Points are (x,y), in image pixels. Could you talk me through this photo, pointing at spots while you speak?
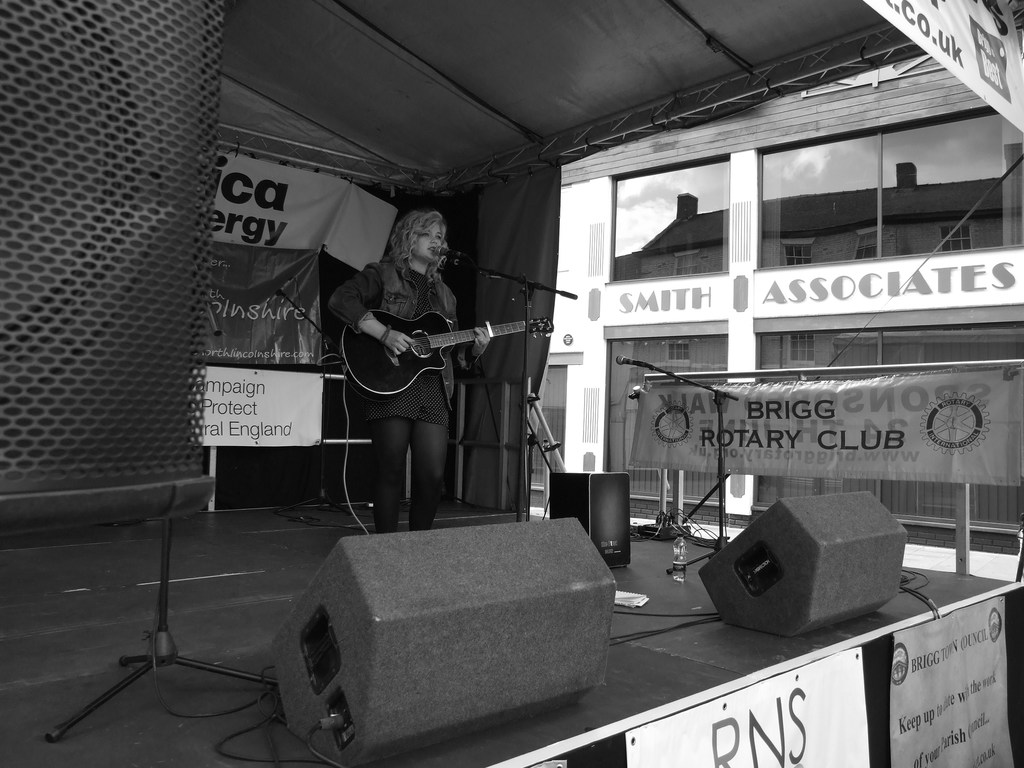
I see this is a black and white image and I see number of banners (970,663) on which there is something written and I see logos (954,428) and I see few things (373,566) over here and I see a woman (358,304) over here who is standing and I see that she is holding a guitar (498,334) in her hands (397,337) and I see the tripods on which there are mics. In the background (587,390) I see a building (596,316) and I see something is written over here too.
